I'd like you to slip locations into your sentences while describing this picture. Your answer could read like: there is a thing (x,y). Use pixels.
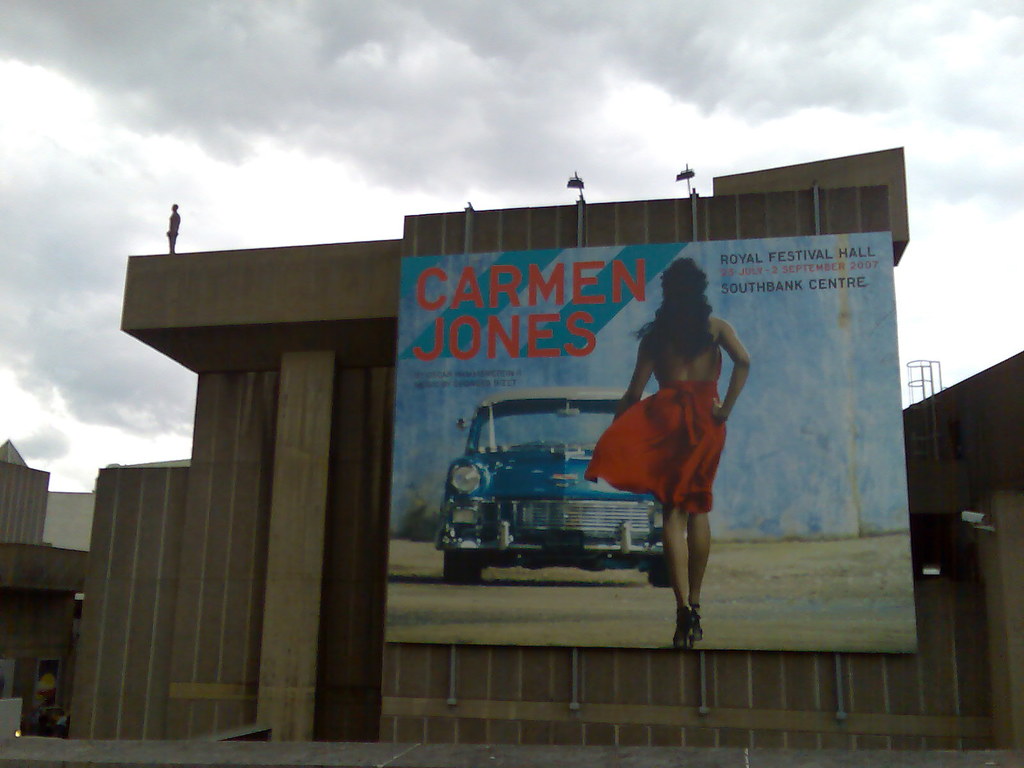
In the picture we can see a building wall (106,513) with a hoarding (883,635) to it with an image (826,249) of a woman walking towards the car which is blue in color and in the background (14,66) we can see the sky (917,145) with clouds (917,145).
